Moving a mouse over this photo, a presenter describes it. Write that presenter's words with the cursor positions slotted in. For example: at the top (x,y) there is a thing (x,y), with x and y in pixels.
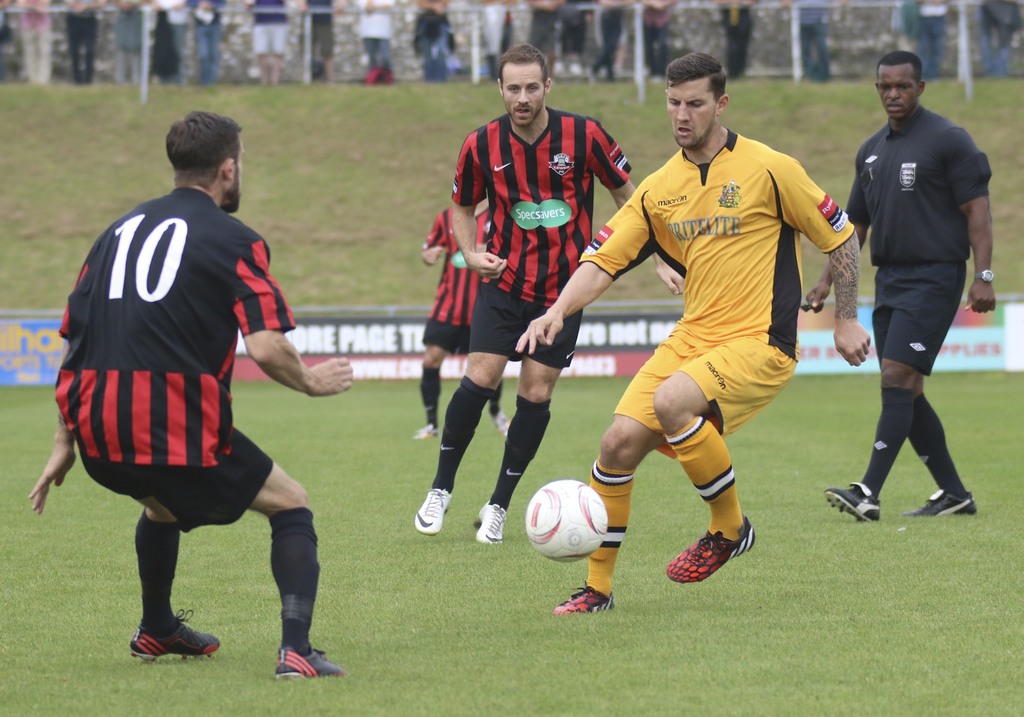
In this image we can see people (663,429) are playing on the ground (535,651). Here we can see a ball (558,510), hoardings (951,337), grass (321,215), and poles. In the background (586,45) we can see people (929,12) and wall (1022,70).
